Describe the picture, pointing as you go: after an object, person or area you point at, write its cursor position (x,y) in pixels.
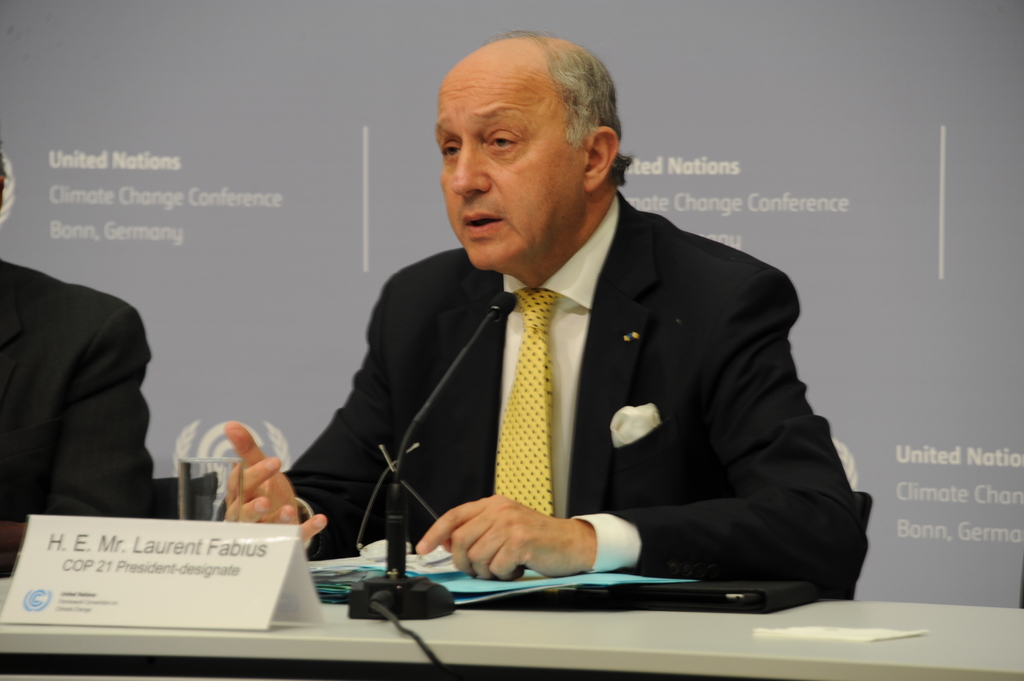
In this image we can see a person (615,359) sitting. In front of the person (517,415) we can see a mic (395,548), files (415,564) and a board (43,576) with text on a table (687,629). On the left side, we can see another person (129,516). Behind the persons (111,358) we can see a banner (123,248) with text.
